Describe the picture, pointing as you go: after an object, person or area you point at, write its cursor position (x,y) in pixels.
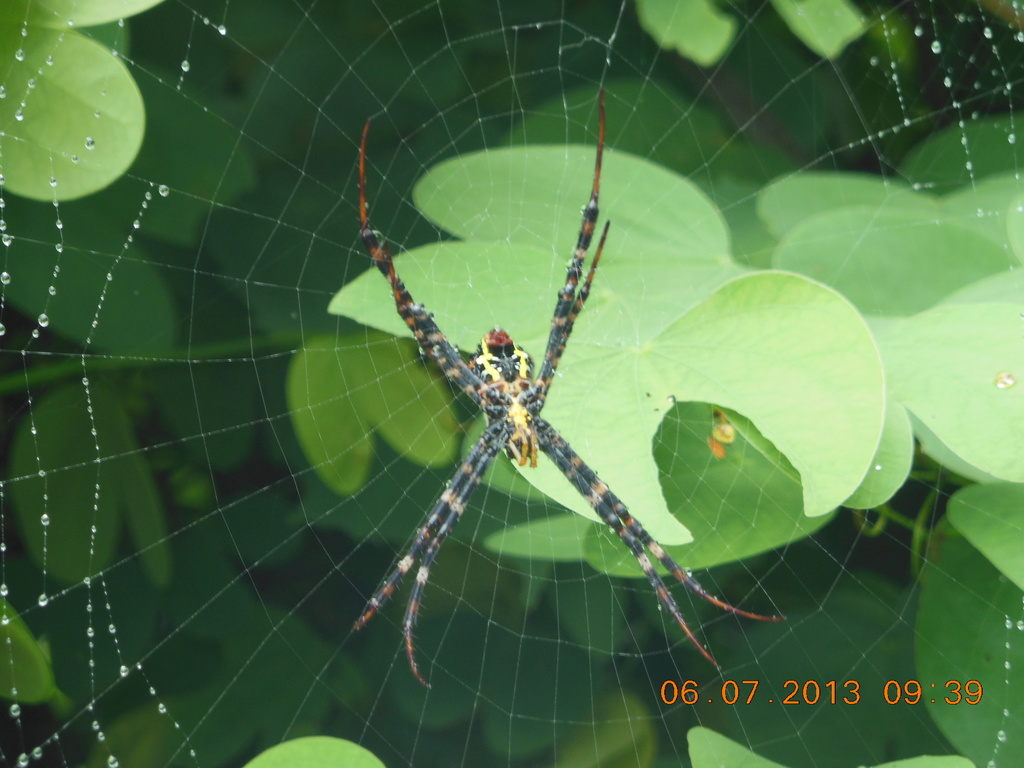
In this image, we can see a spider (540,445) with web (505,278) and water drops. Background (55,97) there are few green leaves (61,461). Right side (974,688) bottom, we can see a watermark (953,698). It represents date and time.
